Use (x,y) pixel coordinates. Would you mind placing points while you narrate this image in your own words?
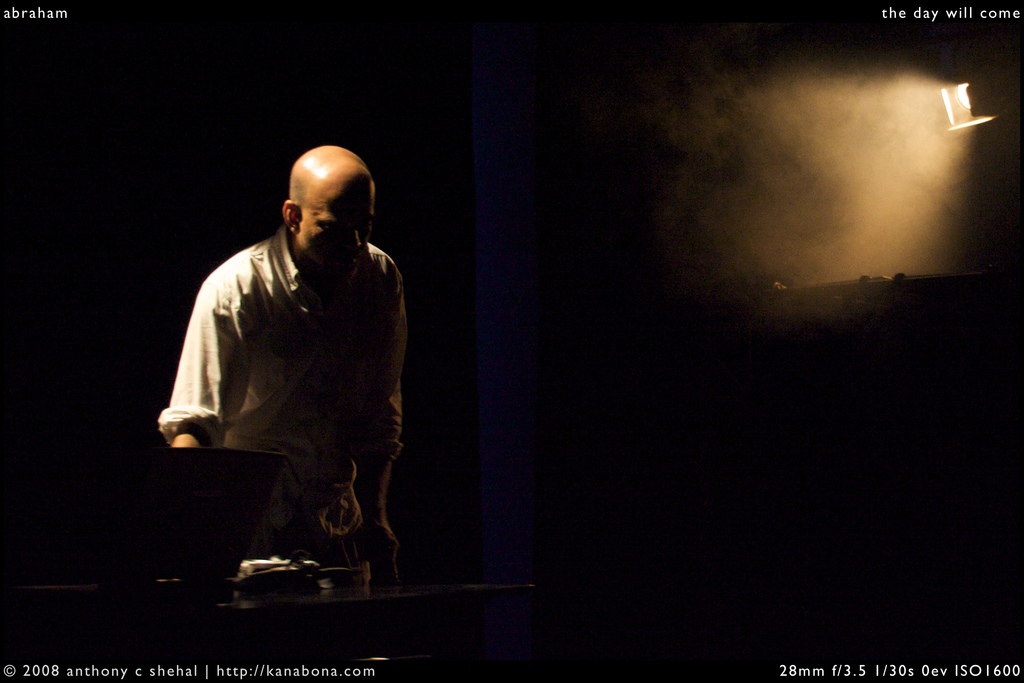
In this image on the left side (275,304) there is one person (284,337) who is standing, and in front of him there is a table (438,589) and the background (68,271) is black in color. At the top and bottom of the image (75,678) there is some text (84,669), and in the center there are some objects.
